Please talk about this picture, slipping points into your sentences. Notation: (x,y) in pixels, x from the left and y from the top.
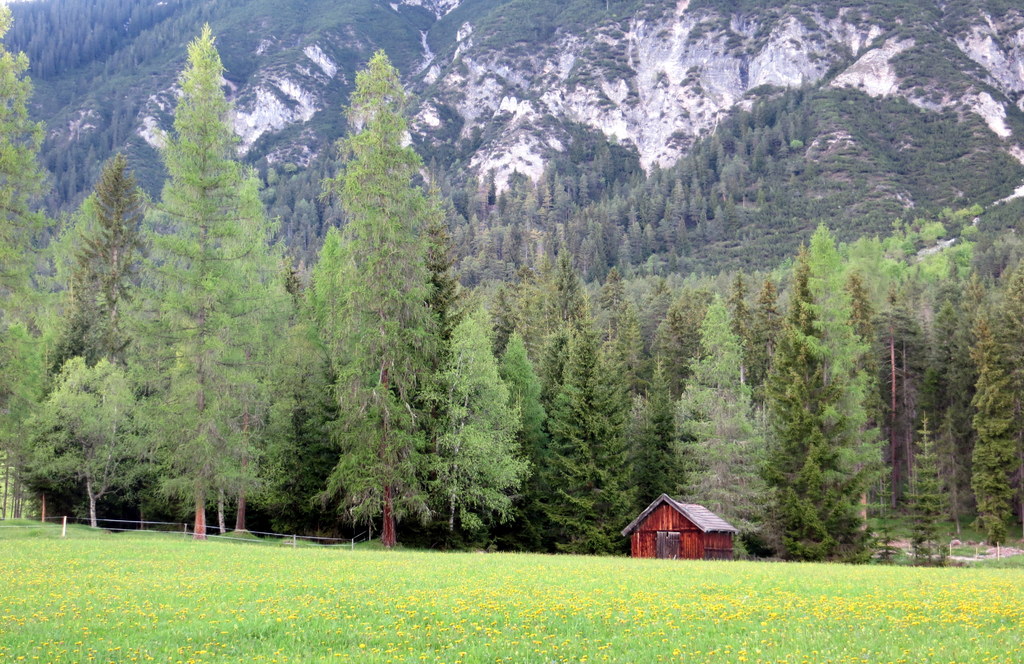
In the picture there is a beautiful scenery with a lot of grass (440,574) and trees (623,397) and in front of the trees (645,489) there is a small hut (657,516) and behind the trees (42,229) there is a big mountain (662,109).
